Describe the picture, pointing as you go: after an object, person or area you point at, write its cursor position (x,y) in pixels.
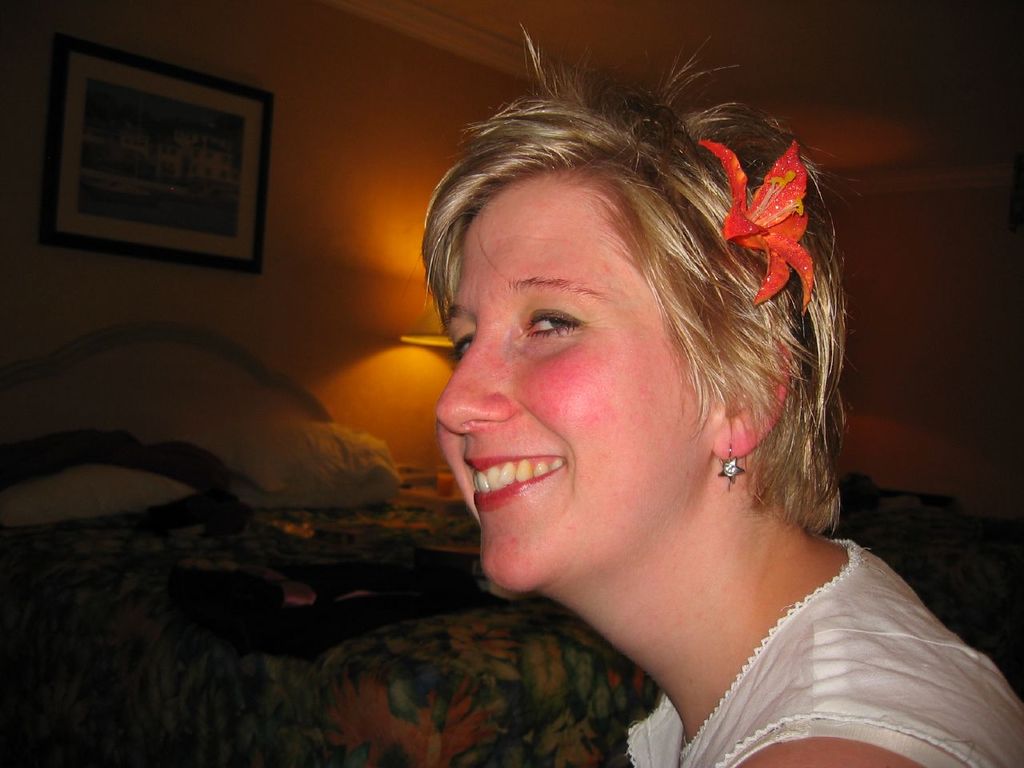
In this image I can see a person (726,550) wearing white colored dress (850,652). In the background (529,653) I can see the bed (532,669), the wall (368,242), a photo frame (213,165) attached to the wall (324,270), the ceiling (750,25), a lamp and few objects (289,448) on the bed (408,542).
